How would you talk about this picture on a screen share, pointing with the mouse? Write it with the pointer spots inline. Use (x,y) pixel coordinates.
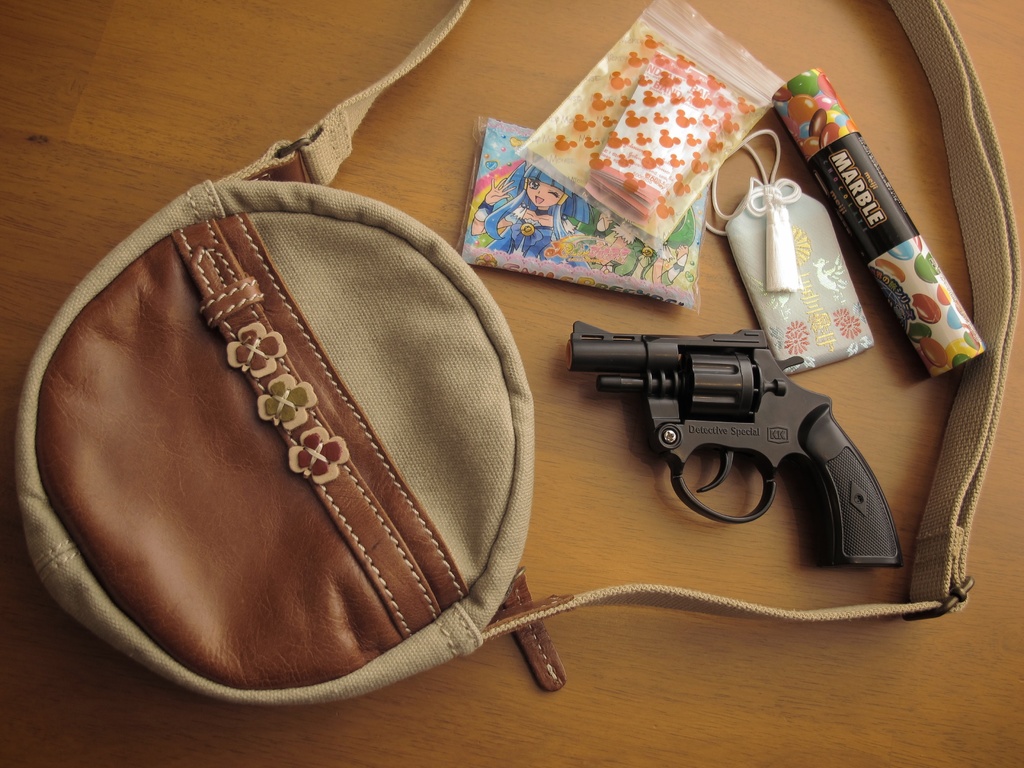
On this table (313,765) there is a bag (204,423), plastic cover (682,80), candies (803,101), card (823,305) and gun (745,385).
